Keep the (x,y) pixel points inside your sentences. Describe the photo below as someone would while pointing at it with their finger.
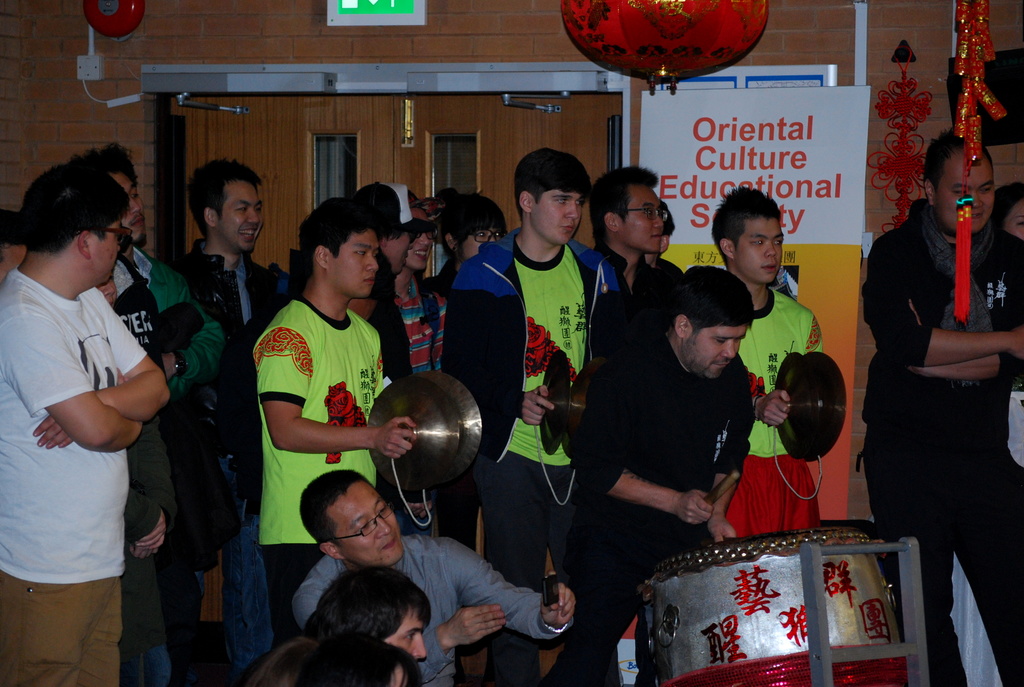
Most of the persons (708,392) are standing. These 2 persons (763,456) are playing musical instrument (443,432). This man (679,471) is standing and playing a musical drum (732,567) with sticks (730,479). Backside of this person (770,304) there is a banner (825,217). This man (437,597) is holding a mobile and wore spectacles (369,521).
